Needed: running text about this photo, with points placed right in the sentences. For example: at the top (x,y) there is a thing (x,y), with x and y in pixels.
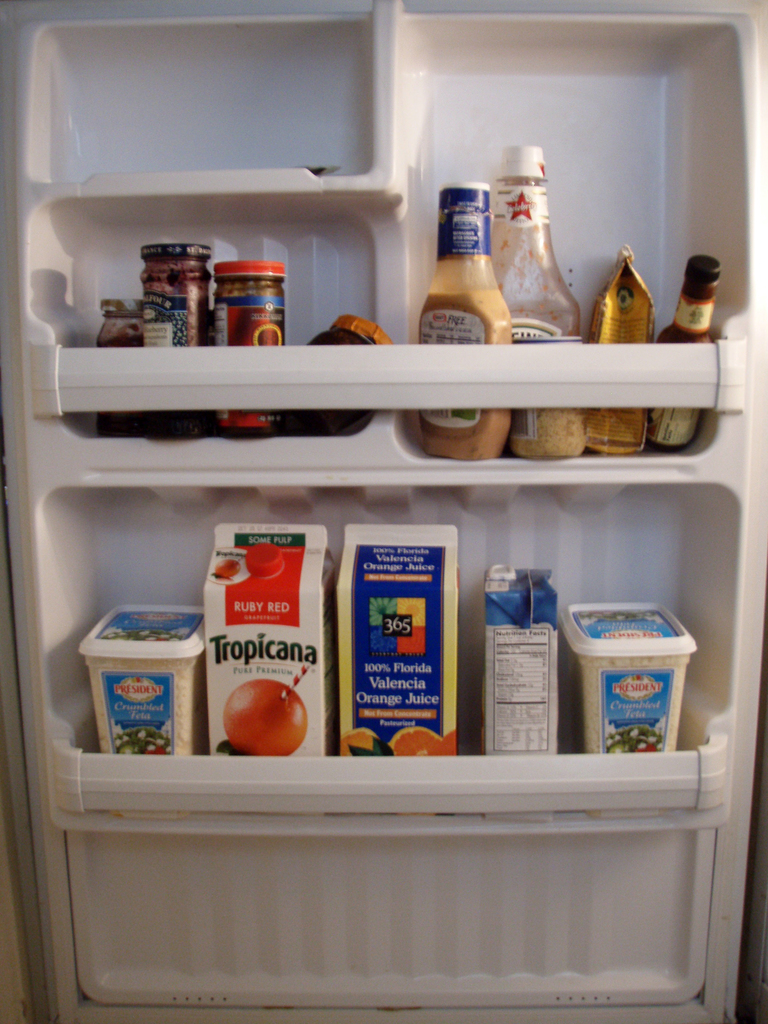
In the foreground of this image (482,497), there are bottles (449,339), tetra packs (321,552) and containers (633,698) in a fridge door (208,244).
